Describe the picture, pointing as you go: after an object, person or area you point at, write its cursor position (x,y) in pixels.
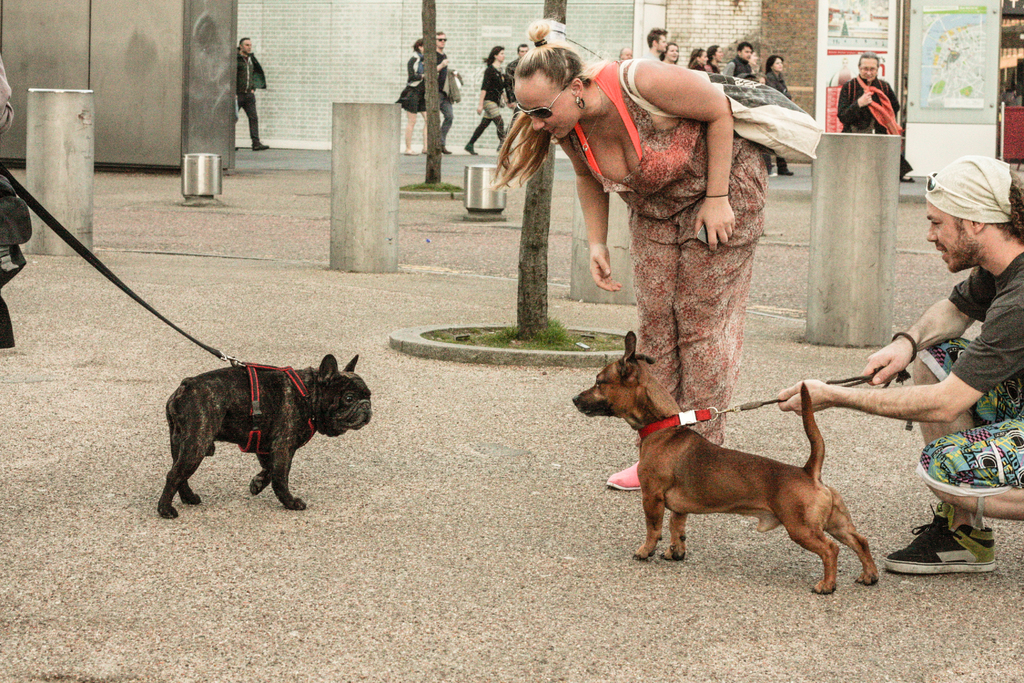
In this image I can see number of people (1013,468) and two dogs (640,376). Here I can see woman (571,114) is wearing a black shades (566,90).
